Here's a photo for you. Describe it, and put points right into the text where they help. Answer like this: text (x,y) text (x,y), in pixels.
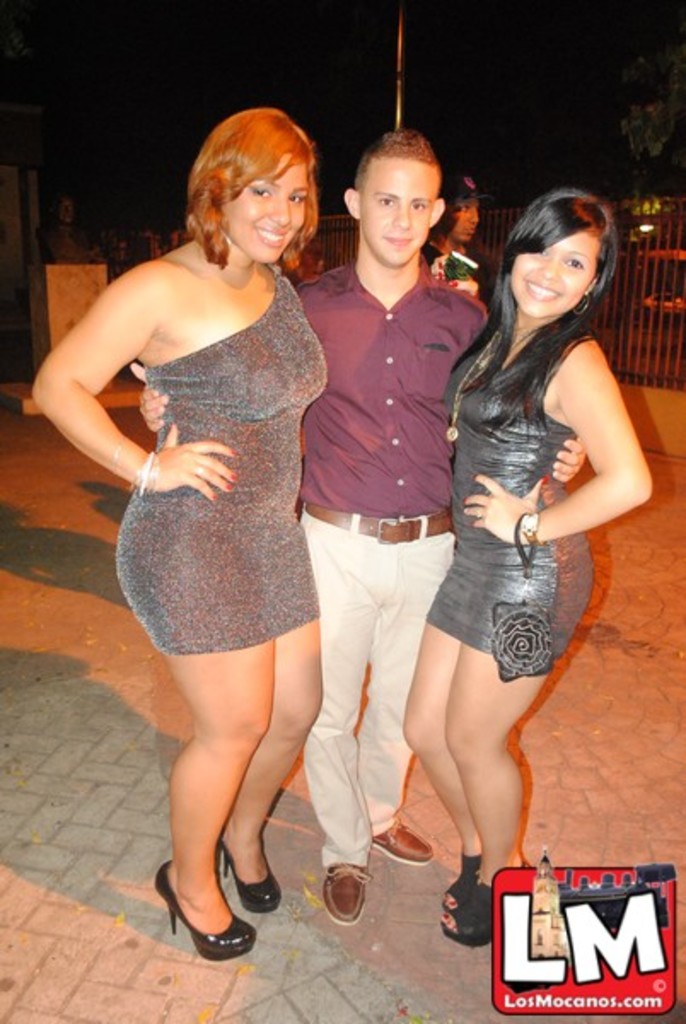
In this picture we can see people (160,587) standing on the ground (122,648) and in the background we can see a fence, sky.
